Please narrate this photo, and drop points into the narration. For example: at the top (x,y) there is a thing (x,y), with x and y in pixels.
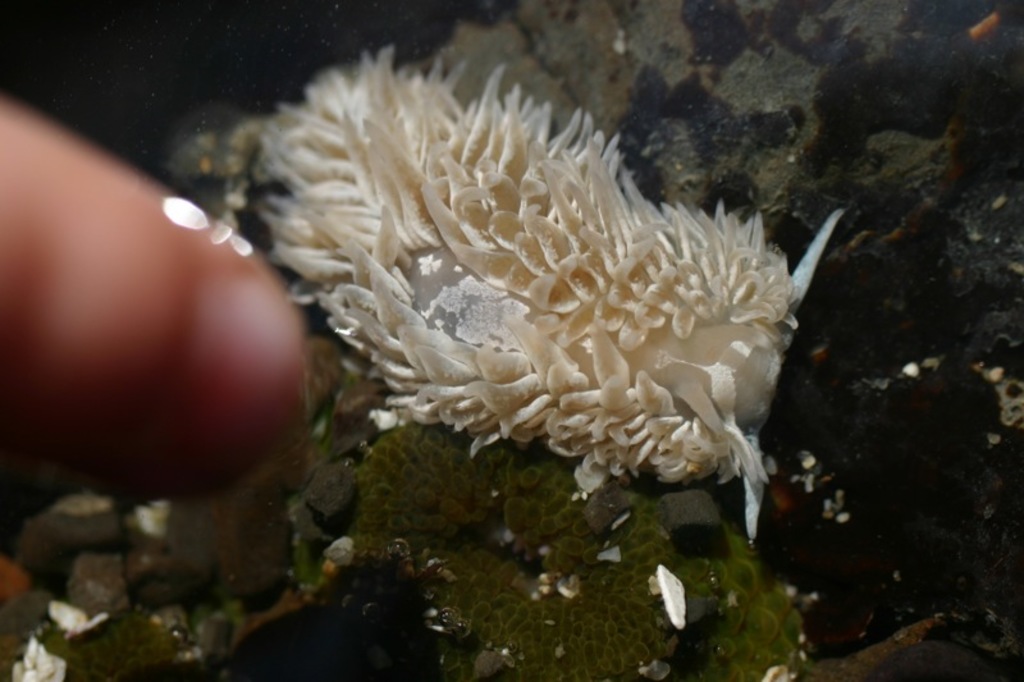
This picture is taken from inside the water (65,74). In the center of the image (528,356) there is a water animal (496,315) and we can see a finger (153,334) of a person (157,390). At the bottom of the image (85,564) there are stones (189,563).
